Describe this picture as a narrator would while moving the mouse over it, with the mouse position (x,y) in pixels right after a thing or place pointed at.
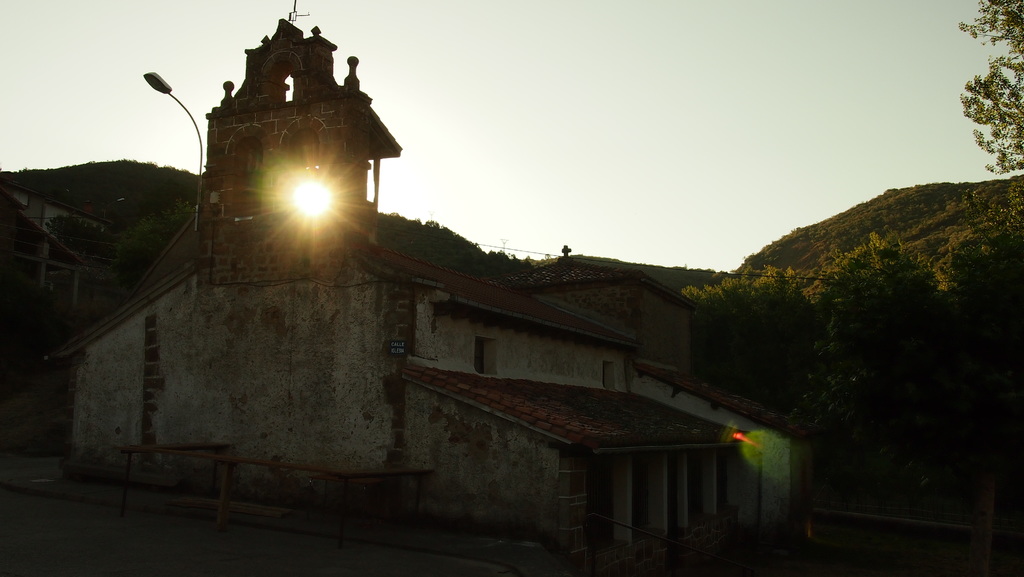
In this image I see the buildings (352,314) and I see the light pole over here. In the background (122,161) I see the hills (126,183) and I see few trees (854,298) and I see the sky (382,75).
